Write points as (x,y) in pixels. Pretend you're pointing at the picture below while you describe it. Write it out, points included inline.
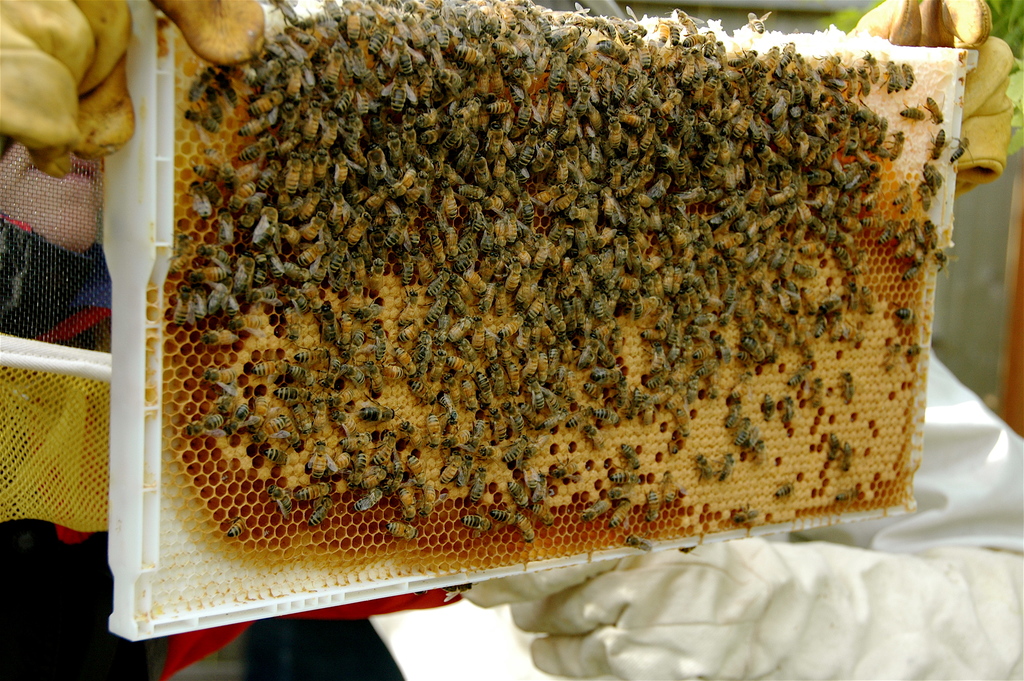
In this picture I can see the honeycomb (535,80) in front (467,157) on which there are many honey bees (544,137) and I see that a person (62,11) is holding this honeycomb (877,44).
